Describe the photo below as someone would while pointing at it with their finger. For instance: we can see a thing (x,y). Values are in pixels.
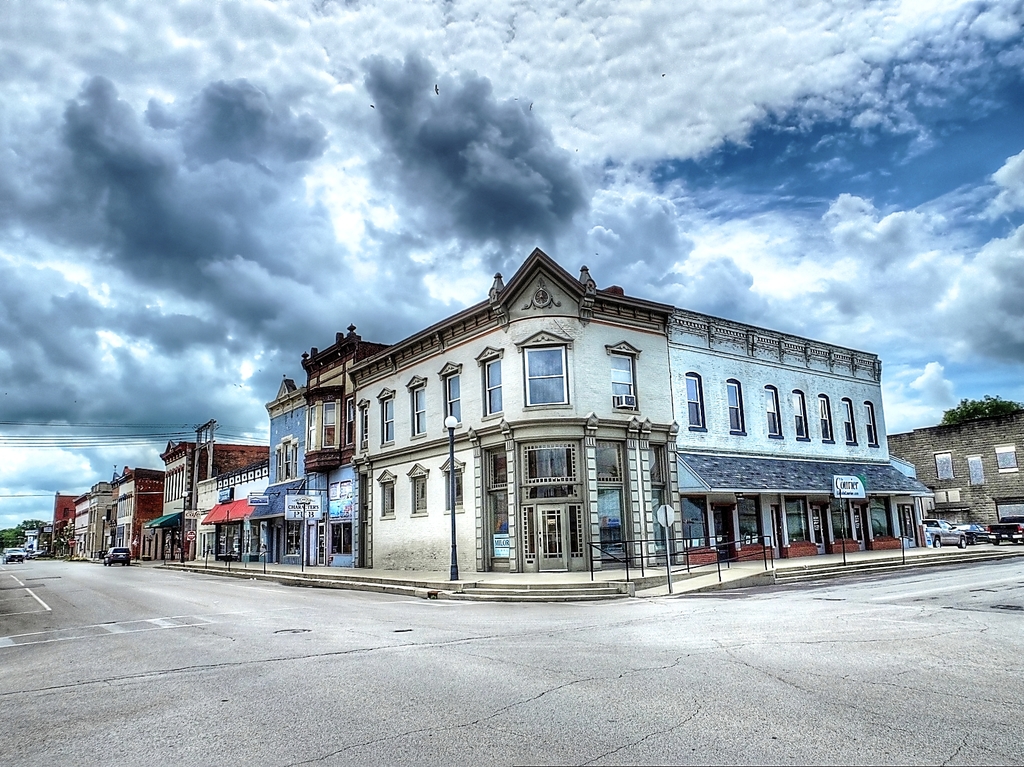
Here we can see buildings (586,464), poles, boards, vehicles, and trees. There is a road (251,606). In the background (505,105) there is sky (762,188) with clouds (821,217).
